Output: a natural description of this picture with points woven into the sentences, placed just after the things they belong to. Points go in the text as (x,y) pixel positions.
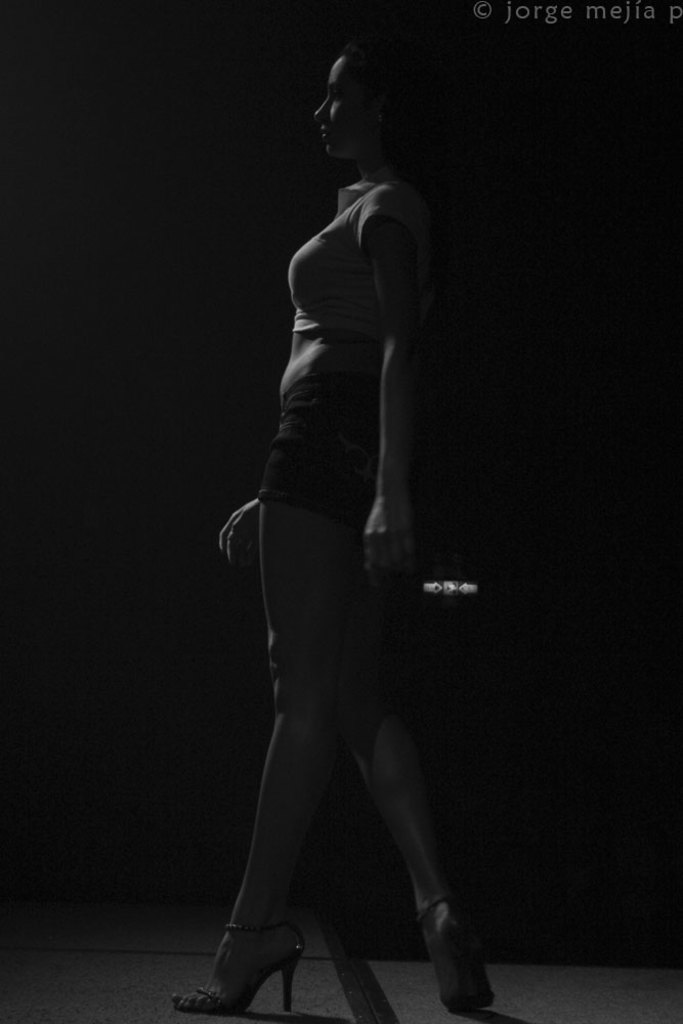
In this picture we can see the woman (375,270) standing in the front (344,682). Behind there is a dark background (447,245).
